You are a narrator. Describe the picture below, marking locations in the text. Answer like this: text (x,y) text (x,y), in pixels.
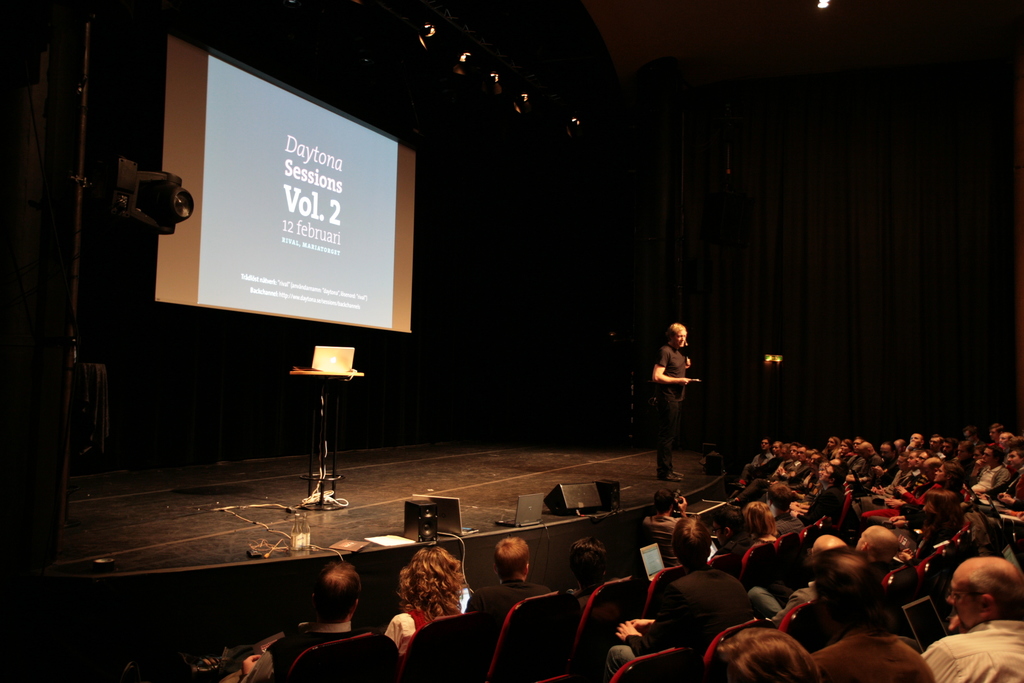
In this image, we can see a person (668,359) is standing on the stage (506,495). There are so many things (569,493), podium (312,371) with laptop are placed on the stage (457,476). Here there is a screen (279,228). At the bottom (995,474), we can see a group of people (1011,669) are sitting on the chairs (719,641). Background (298,414) there is a dark view.
